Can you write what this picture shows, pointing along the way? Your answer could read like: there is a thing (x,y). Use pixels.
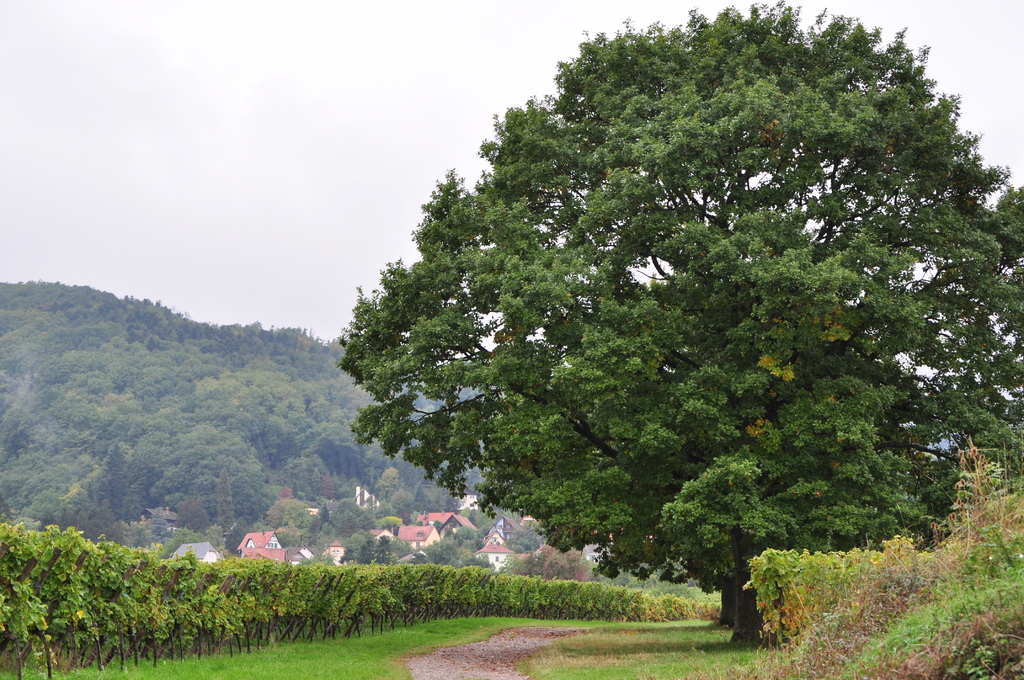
In this image there are trees (595,446), plants (179,634) at the bottom (550,641) there is grass (617,642) and walkway (560,633) and in the background (317,385) there are some trees (249,507), houses (439,516), buildings (427,537). And at the top (245,68) there is sky (331,140).
